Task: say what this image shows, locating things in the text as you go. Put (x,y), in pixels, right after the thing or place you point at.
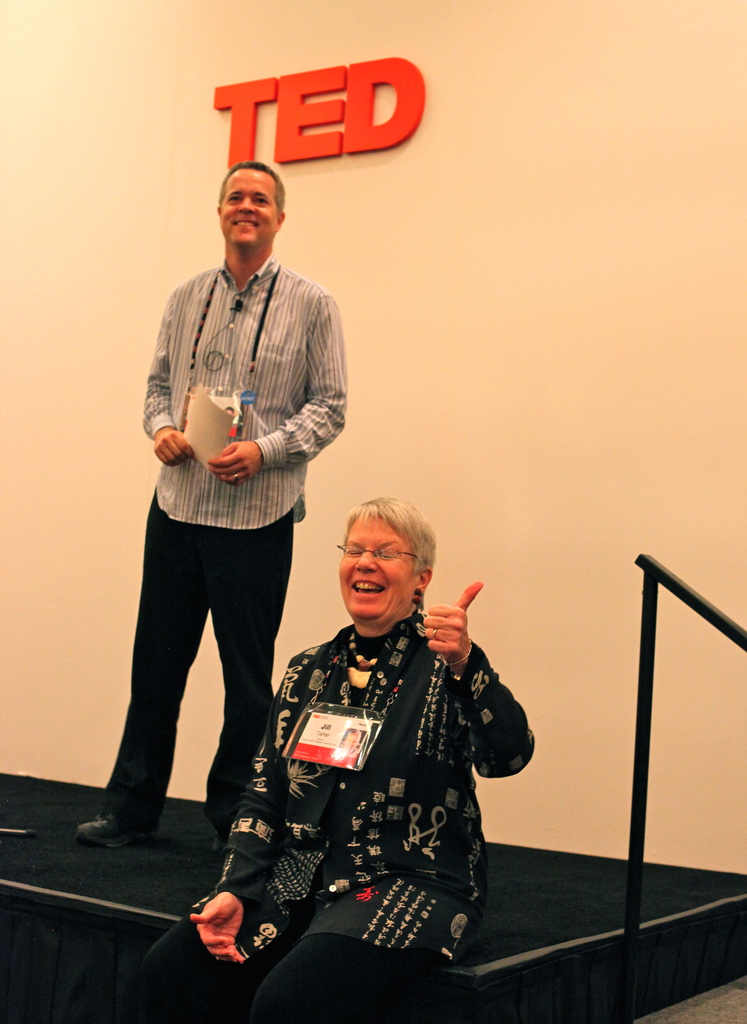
In this image we can see a person (264,406) holding a paper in his hand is standing on stage (172,870) and a woman (410,886) is sitting. On the right side of the image (628,913) we can see poles (638,913). In the background (547,326), we can see some text (419,121) on the wall (271,125).
